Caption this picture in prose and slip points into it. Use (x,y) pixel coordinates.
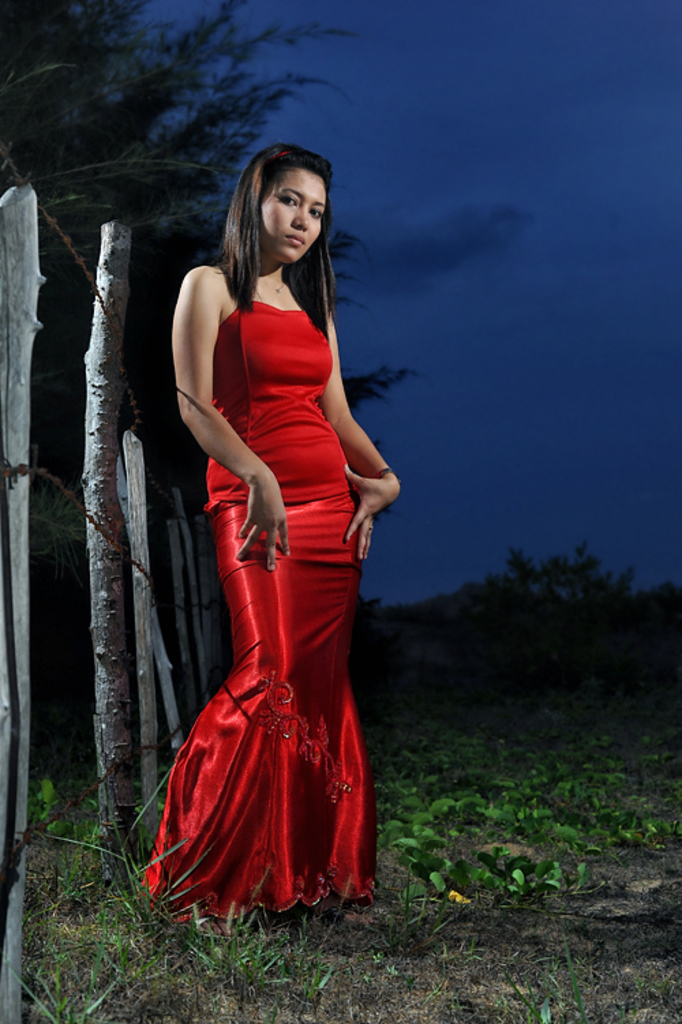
In this image I can see the person (295,546) with the red color dress (310,552) and the person (310,552) standing on the ground (366,970). To the left (103,700) I can see the wooden poles (105,470) and the wire fence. In the background (472,372) I can see the trees (80,452) and the sky (465,300).
